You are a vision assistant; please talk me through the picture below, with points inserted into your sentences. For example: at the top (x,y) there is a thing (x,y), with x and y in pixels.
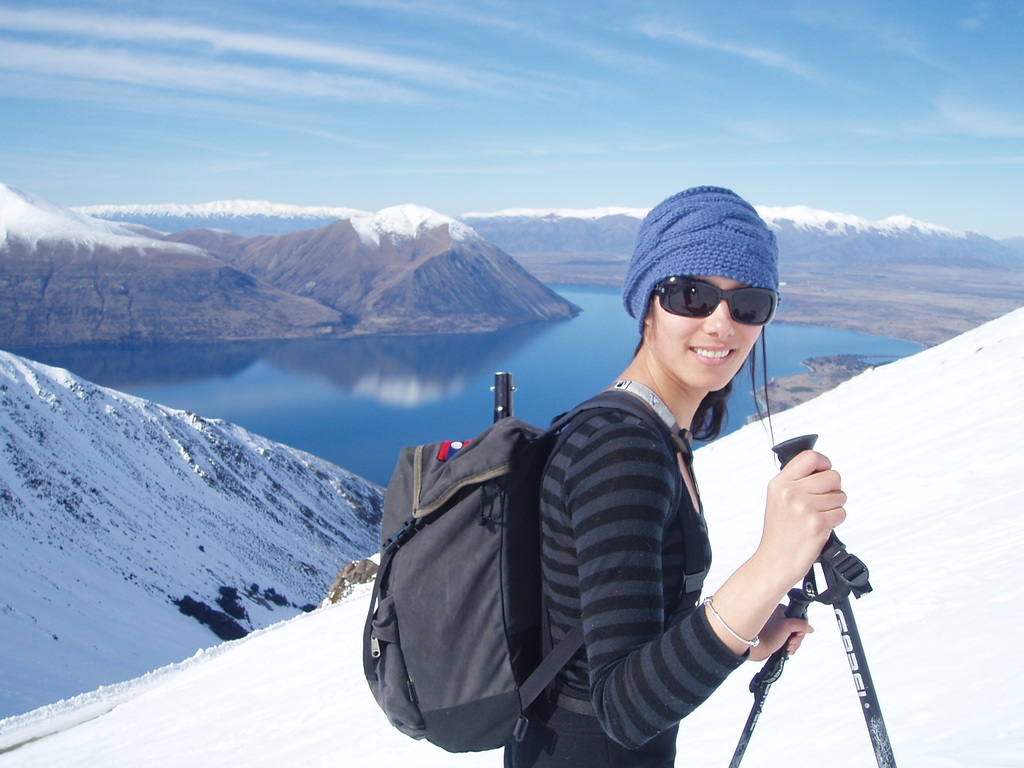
This picture is consists of a snow place (77,640) at the left side of the image (287,541) and there is a girl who is standing at the center of the image (679,266) she is wearing a cap (662,262), sun glasses (767,315), and bag (546,457), there are snow mountains (15,416) around the area of the image.
